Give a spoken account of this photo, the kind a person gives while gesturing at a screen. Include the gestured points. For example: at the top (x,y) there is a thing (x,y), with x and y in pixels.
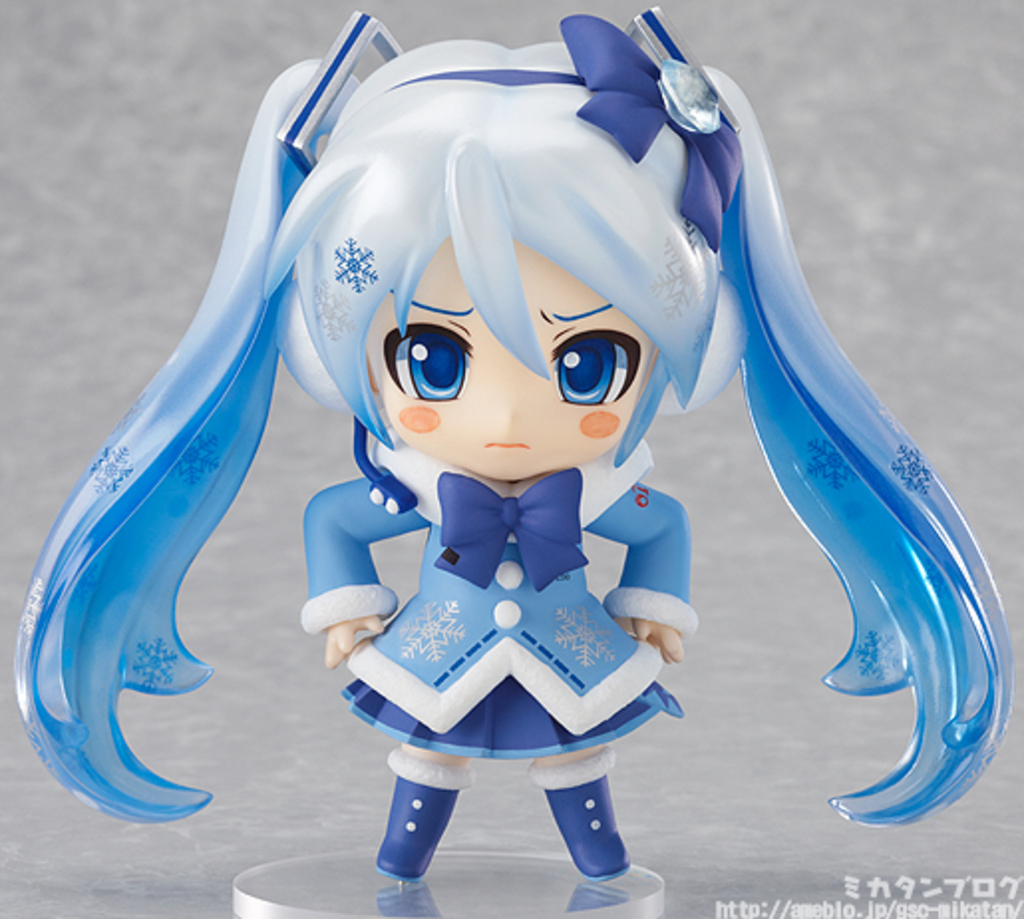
We can see a toy (554,339) on the glass surface (422,891). In the bottom right of the image (930,886) we can see text (924,900).
